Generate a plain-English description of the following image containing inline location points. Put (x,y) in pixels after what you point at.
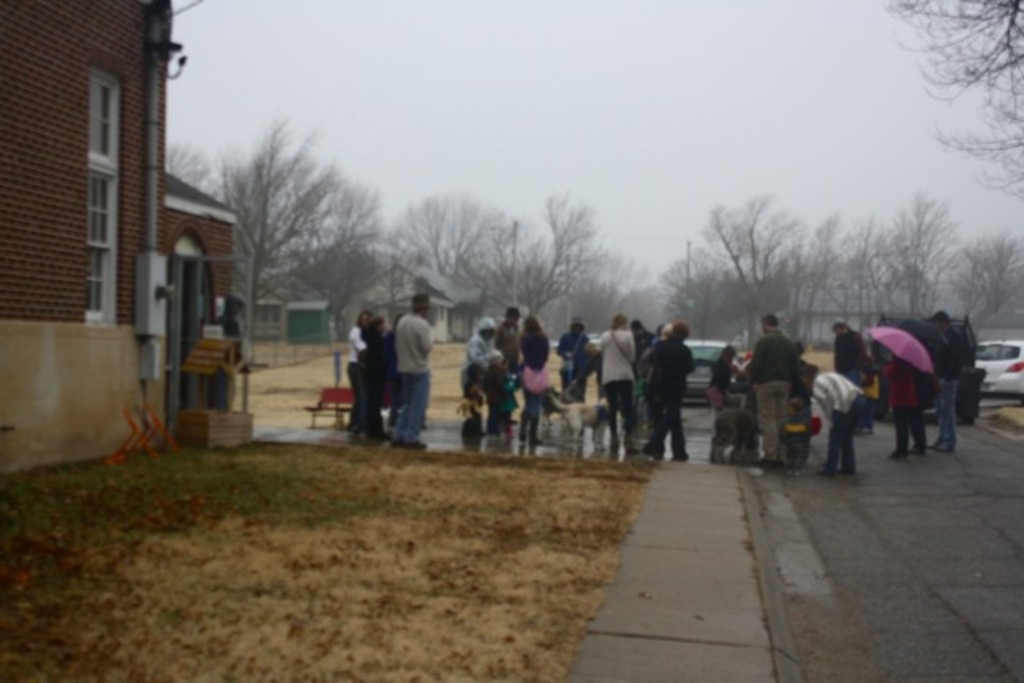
In this image few people (641,343) are standing on the road (973,448). Right side (911,399) a person (912,371) is holding an umbrella (916,351). Few vehicles (990,364) are on the road (915,496). There is a bench (325,406) which is beside the road (325,435). There is a dog (583,410) on the road (586,450). Left bottom there is some grass (386,552) on the land (356,512). Background (365,304) there are trees (758,282) and buildings (428,277). Top of the image (603,104) there is sky (646,93).
